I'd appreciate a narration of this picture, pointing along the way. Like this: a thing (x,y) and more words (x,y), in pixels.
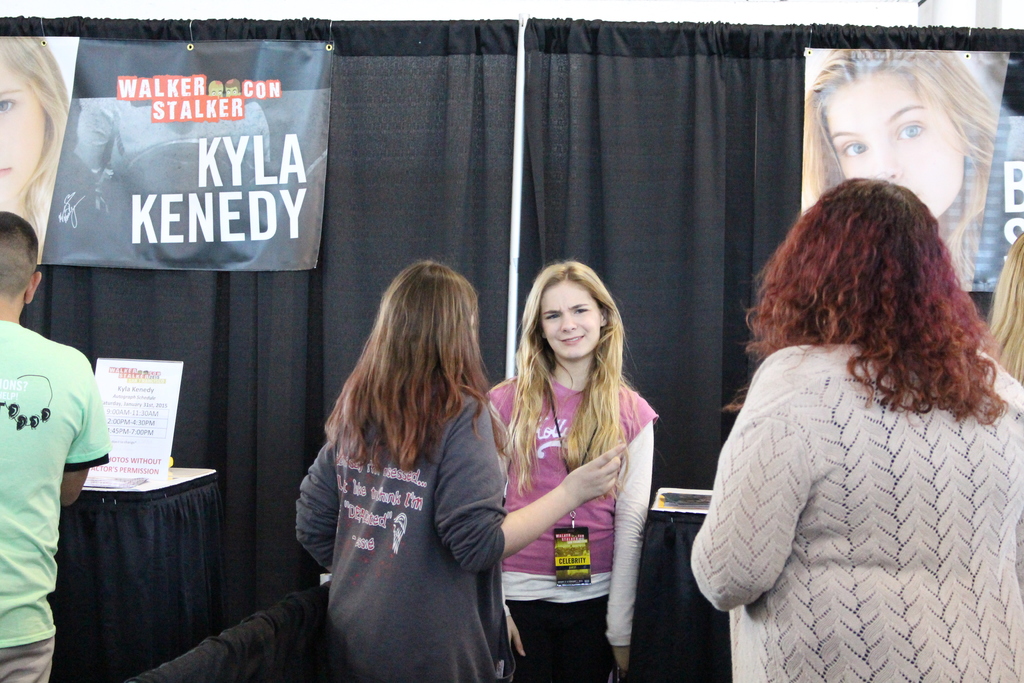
In this picture, we see three women (537,496) and a man (8,405) are standing. The woman (595,390) in the pink T-shirt (554,546) who is wearing an ID card (588,536) is standing and she is smiling. Behind her, we see a sheet (453,216) in black color. We see the banners (143,137) of a woman (13,132) and we see some text (240,150) written on the banners (215,174) are placed on the sheet (576,197). On the left side (160,497), we see a table (158,484) on which a white color board (157,406) with some text (123,416) written is placed.
